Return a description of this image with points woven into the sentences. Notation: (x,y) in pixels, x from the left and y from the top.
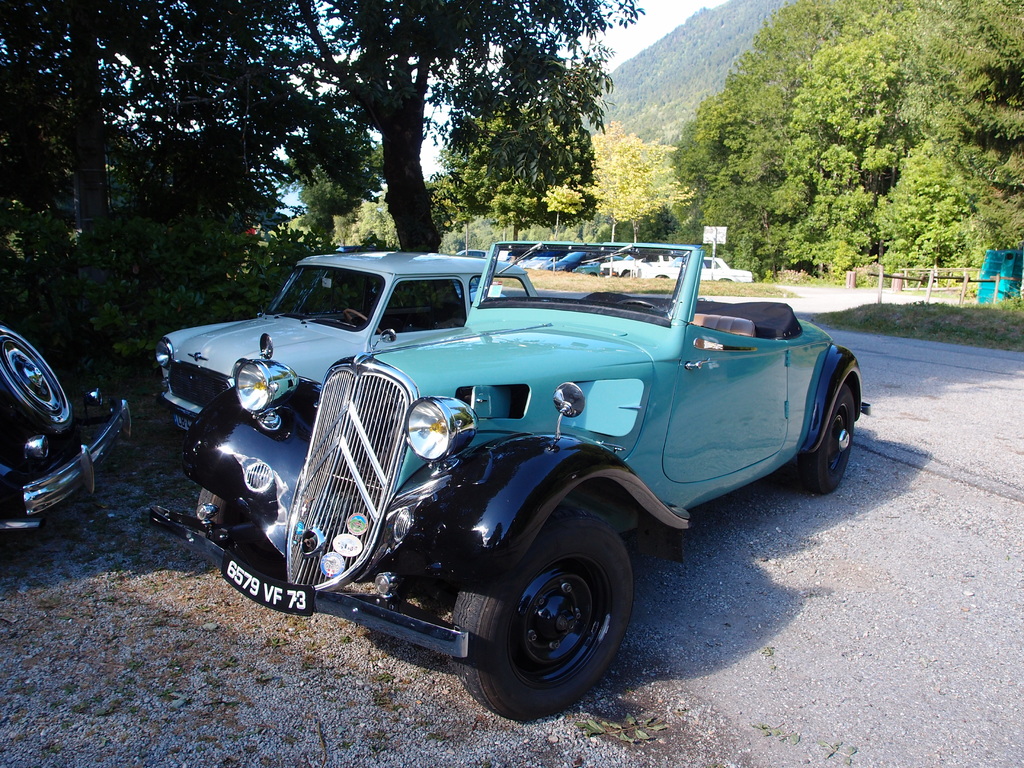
In the image there are three cars (14,400) on the road (831,726), in the back (786,159) there are trees (658,168) all over the place and above its sky (647,33).
